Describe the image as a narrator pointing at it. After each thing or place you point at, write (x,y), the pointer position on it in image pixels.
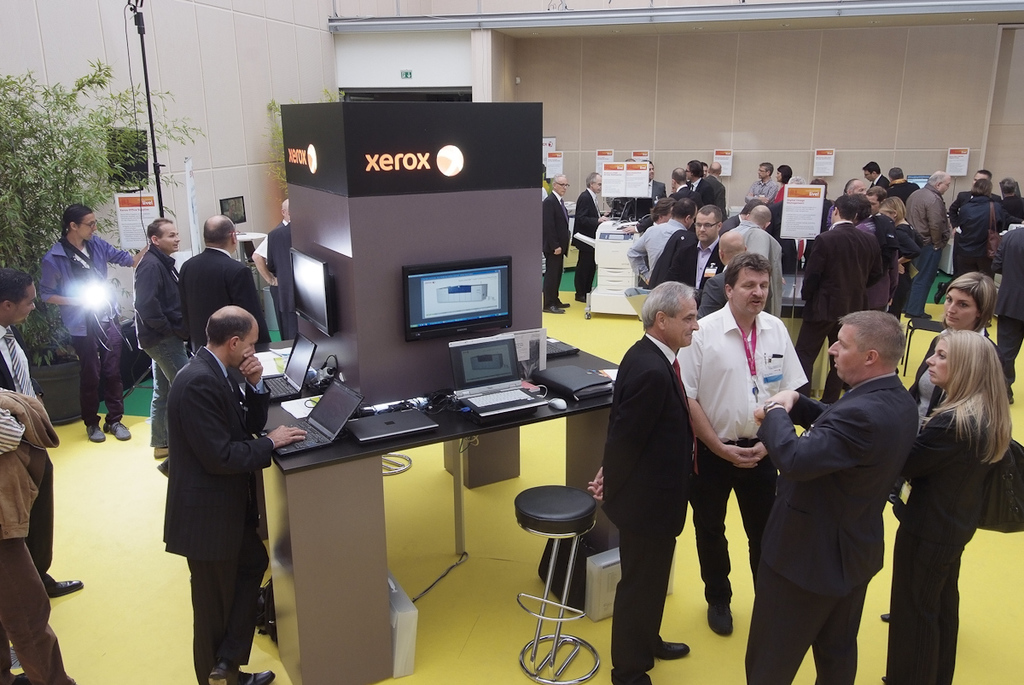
This image consists of some persons (986,457) standing in the middle (640,267). There are screens (404,294) and laptops (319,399) in the middle (432,314). There is a stool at the bottom (520,651). There is a plant (26,191) on the left side (9,180). There is a person (114,321) on the left side (41,268) holding light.
